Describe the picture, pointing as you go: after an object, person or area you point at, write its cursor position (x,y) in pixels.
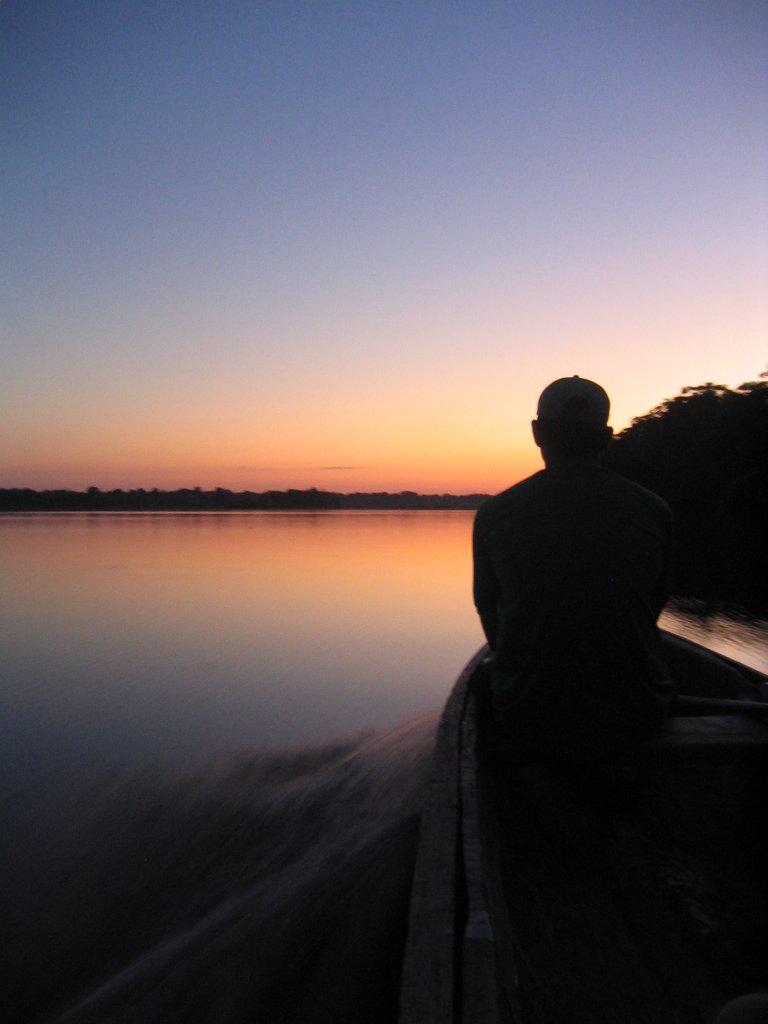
In this image we can see a river (364,728) and there is a boat (731,884) on the river (253,921). We can see a person (554,718) sitting in the boat (540,936). In the background (739,513) there are trees (744,458) and sky (331,240).
